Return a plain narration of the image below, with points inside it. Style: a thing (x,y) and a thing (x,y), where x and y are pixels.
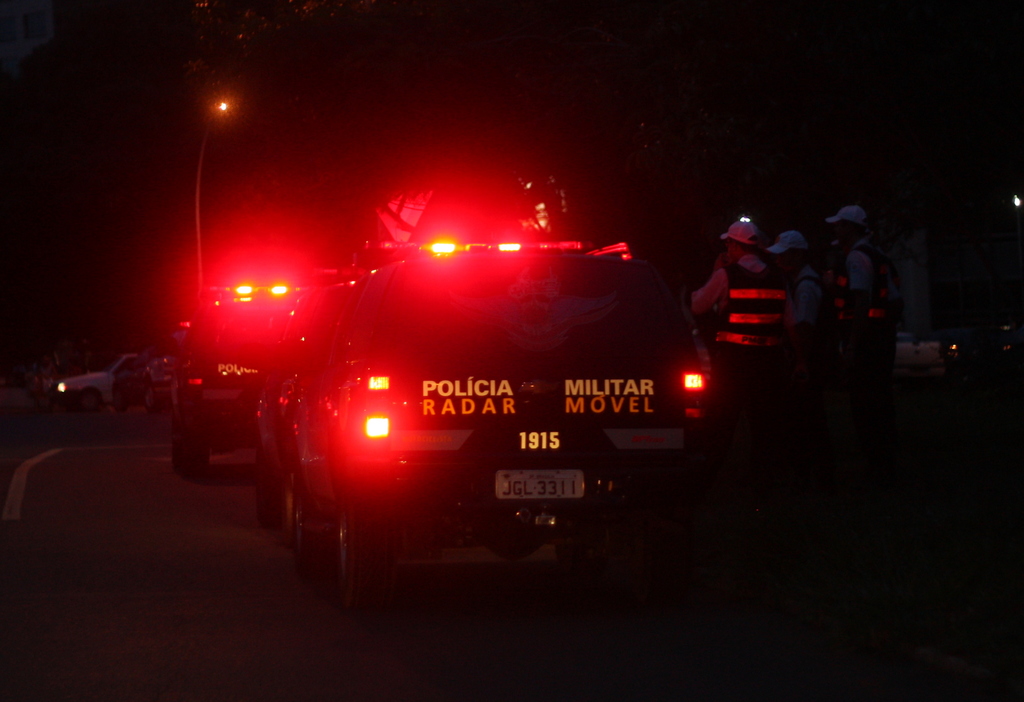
In this image, I can see a street light (224,103), vehicles (238,437) and there are three persons (756,361) standing on the road (738,592). There is a dark background (978,104).
